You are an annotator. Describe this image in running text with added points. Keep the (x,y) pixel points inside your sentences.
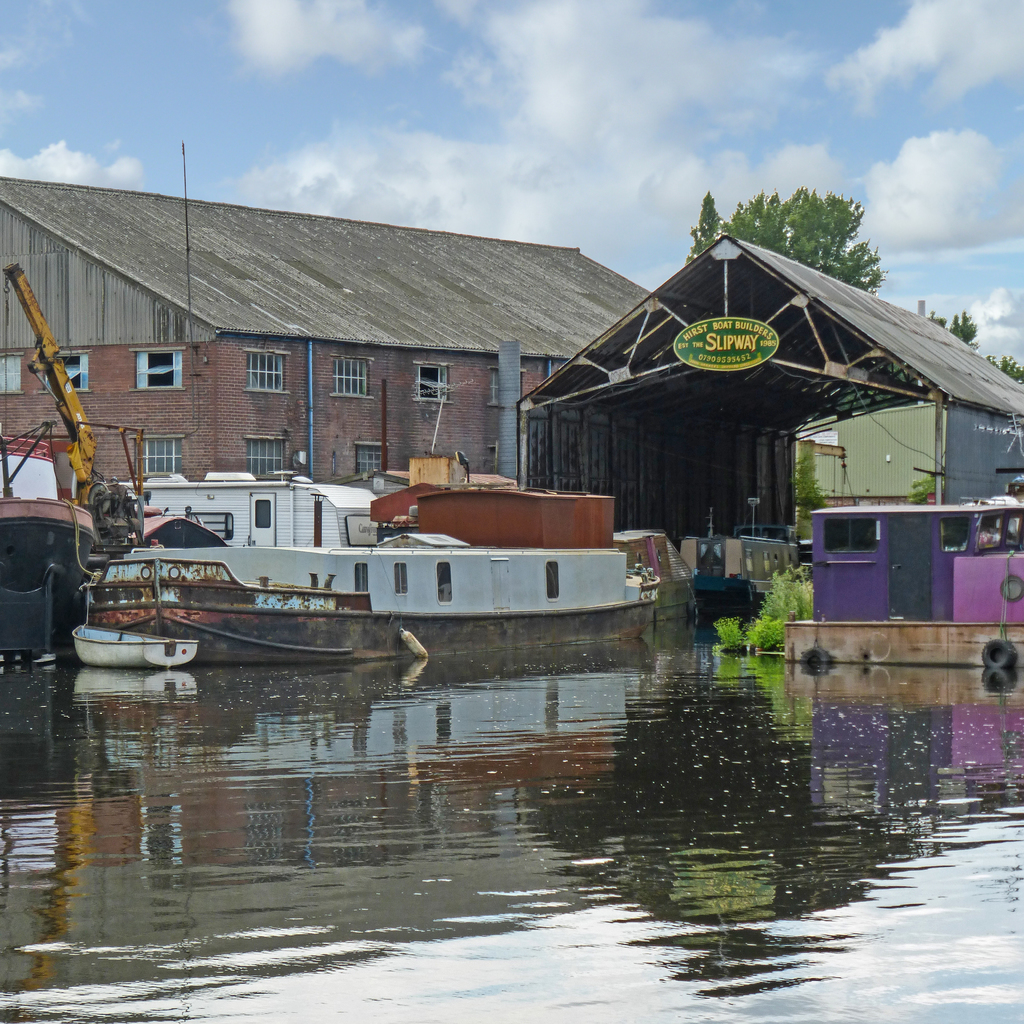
In the picture we can see water (599,950) and in it we can see some boats (970,566) and behind it, we can see a shed (585,405) with a name (711,325) to it and beside it, we can see building (426,417) with some windows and behind it we can see a tree (778,232), sky (518,160) with clouds (964,205).
